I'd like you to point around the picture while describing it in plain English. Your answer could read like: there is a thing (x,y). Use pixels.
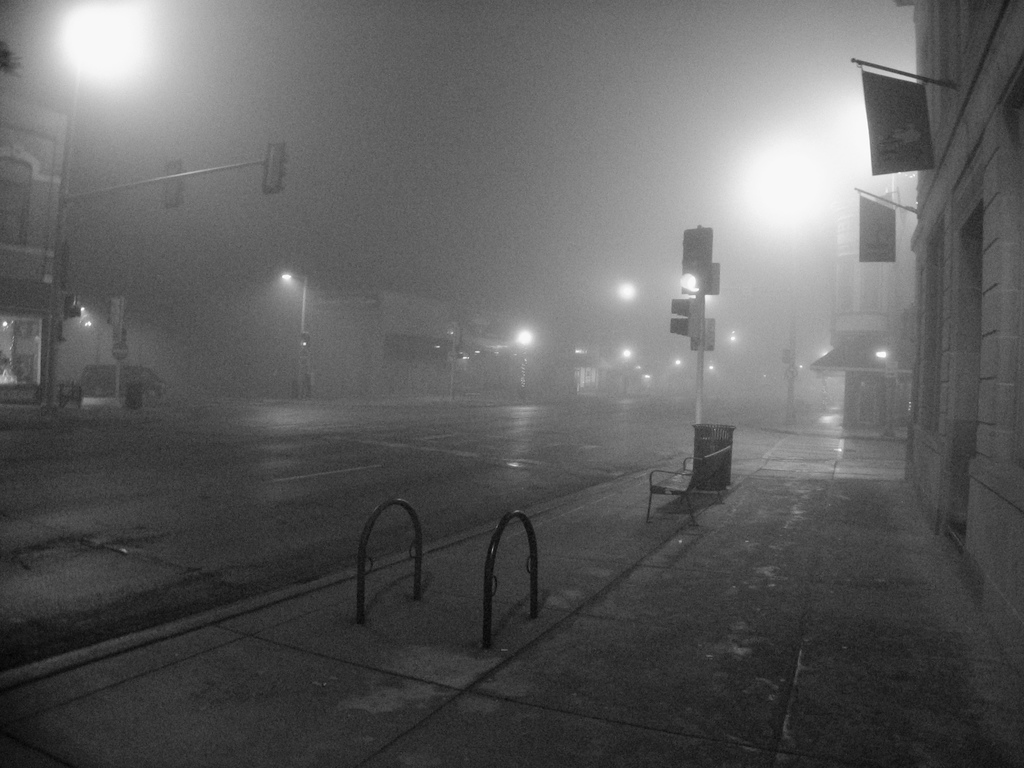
In this image we can see many buildings (922,213), there are lights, there is a traffic signal (681,322), there is a road (344,510), this is a black and white image.
